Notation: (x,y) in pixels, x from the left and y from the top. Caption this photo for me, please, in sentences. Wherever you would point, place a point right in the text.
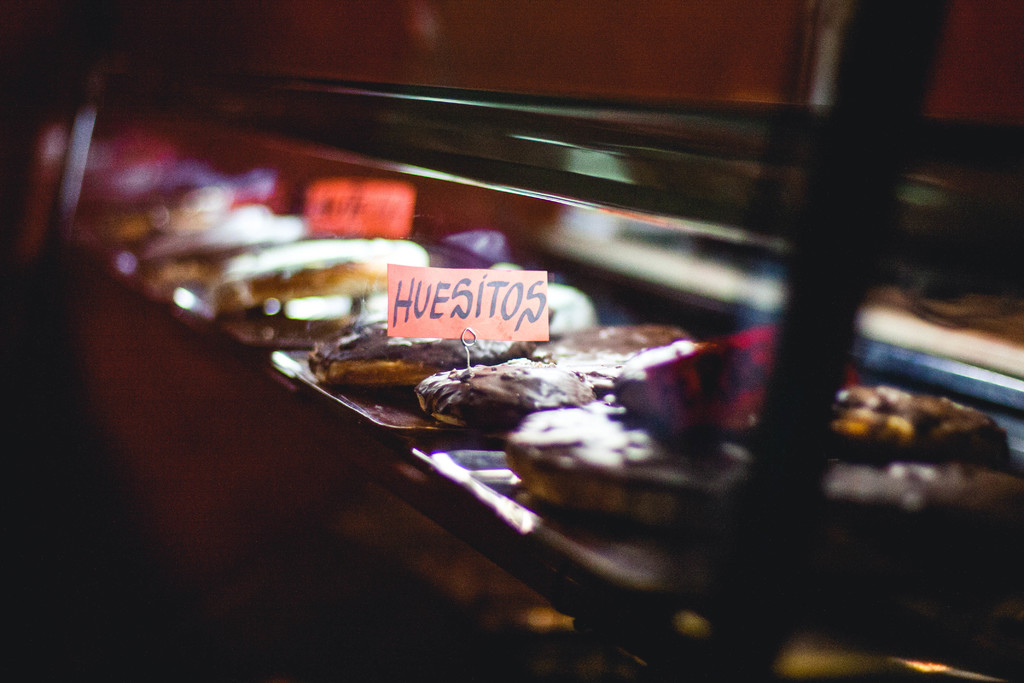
In this picture we can see some food (361,333) in few plates (531,516). We can see few boards (415,334).
